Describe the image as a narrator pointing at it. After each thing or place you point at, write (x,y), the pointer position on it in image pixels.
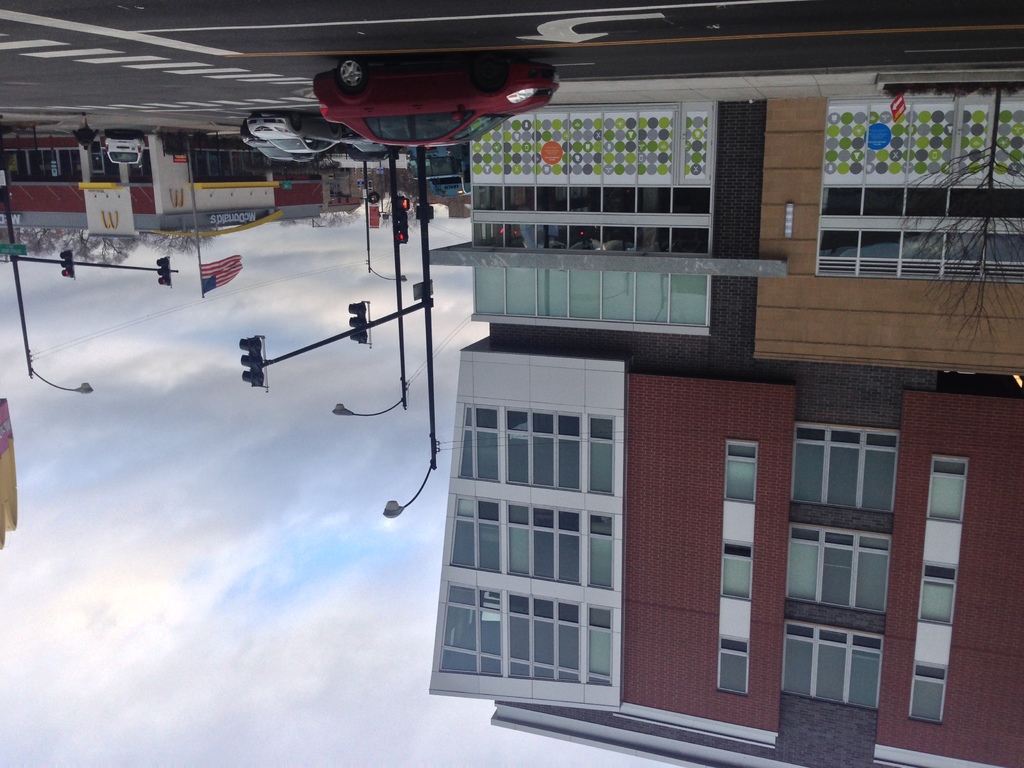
In the image we can see buildings (881,362) and windows (569,572) of the buildings (506,479). There are light poles (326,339) and signal poles (358,304). We can even see electrical wires (150,322). Here we can see the flag (207,284) of the country and there are vehicles (374,96) on the road (277,98). We can even see the trees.
